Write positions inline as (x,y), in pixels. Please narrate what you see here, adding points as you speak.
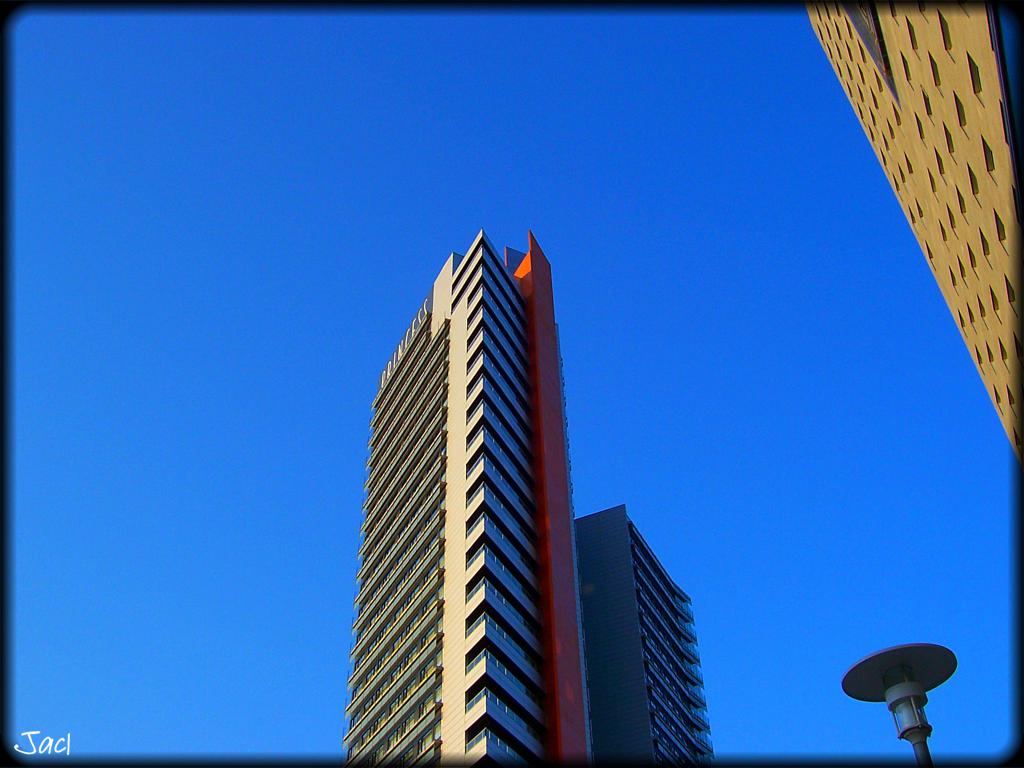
In the picture we can see the part of the tower building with many floors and beside it, we can see a part of the pole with a lamp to it and beside it also we can see a part of the building (900,110) and in the background (960,428) we can see the sky (443,208) which is blue in color.
